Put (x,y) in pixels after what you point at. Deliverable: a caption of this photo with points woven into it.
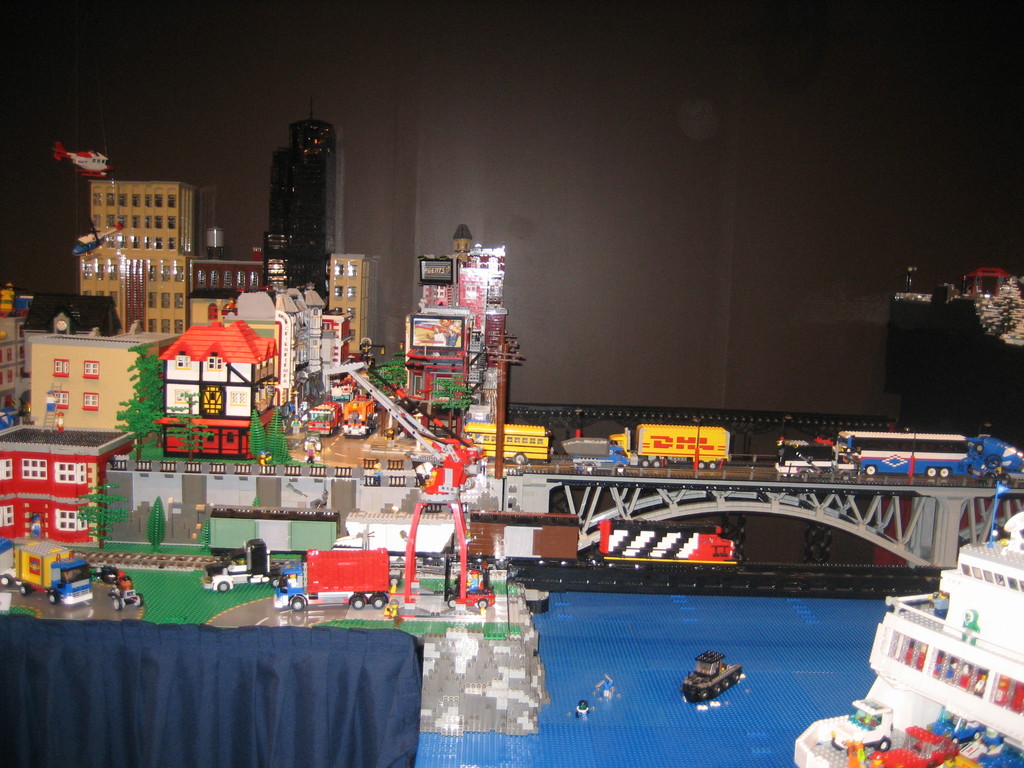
In the picture we can see a city structure (197,617) on the table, to the table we can see blue color curtain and on the table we can see some houses (237,418), buildings (102,313), trees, plants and a bridge (924,518) with some vehicles (949,472) on it and under the bridge (628,507) we can see water (831,659) with a boat (716,682) in it and behind the structure (107,207) we can see a wall (659,160).
